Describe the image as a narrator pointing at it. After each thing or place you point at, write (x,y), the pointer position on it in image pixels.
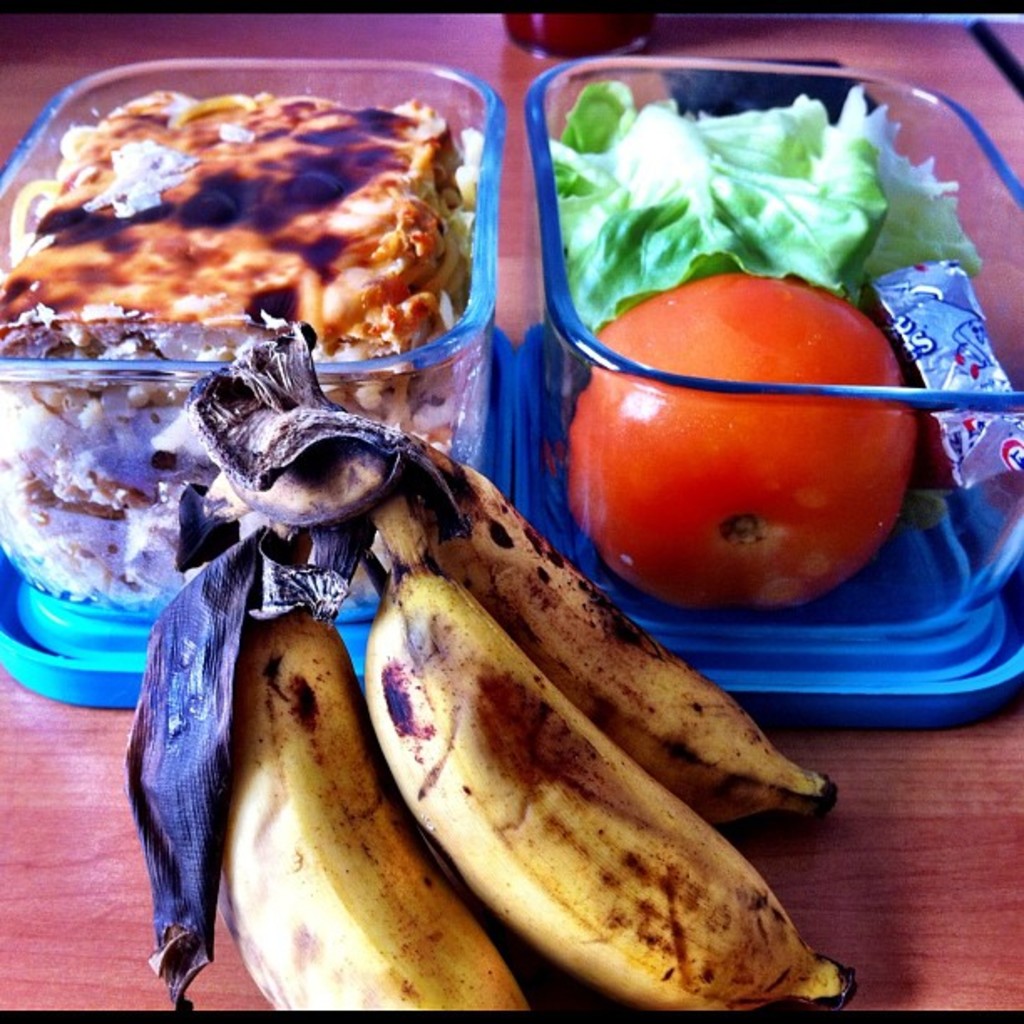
Bottom of the image (990,958) there is a table (984,766), on the table (197,979) there are some bananas (711,801). Behind the bananas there are two containers (16,159). In the container (577,348) there is food (853,348). Top of the image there is glass (518,24).
